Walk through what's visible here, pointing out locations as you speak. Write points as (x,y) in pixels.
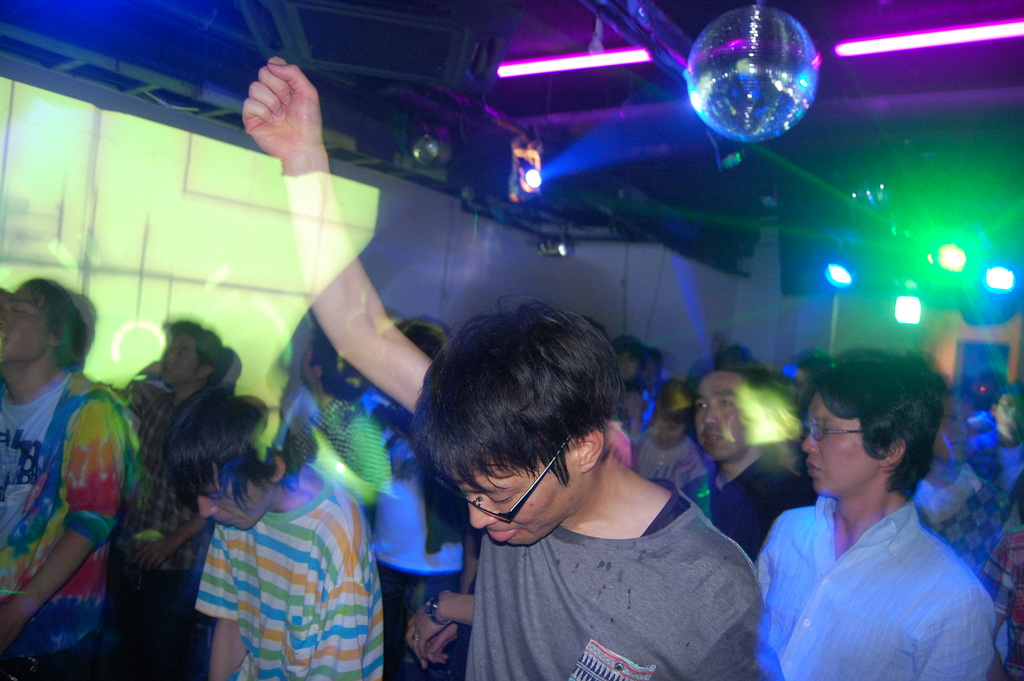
In this image we can see some group of persons (590,476) standing in a closed auditorium (569,255), in the top of the image (773,90) there are some lights (591,154) and in the background of the image (359,249) there is wall (463,241).
